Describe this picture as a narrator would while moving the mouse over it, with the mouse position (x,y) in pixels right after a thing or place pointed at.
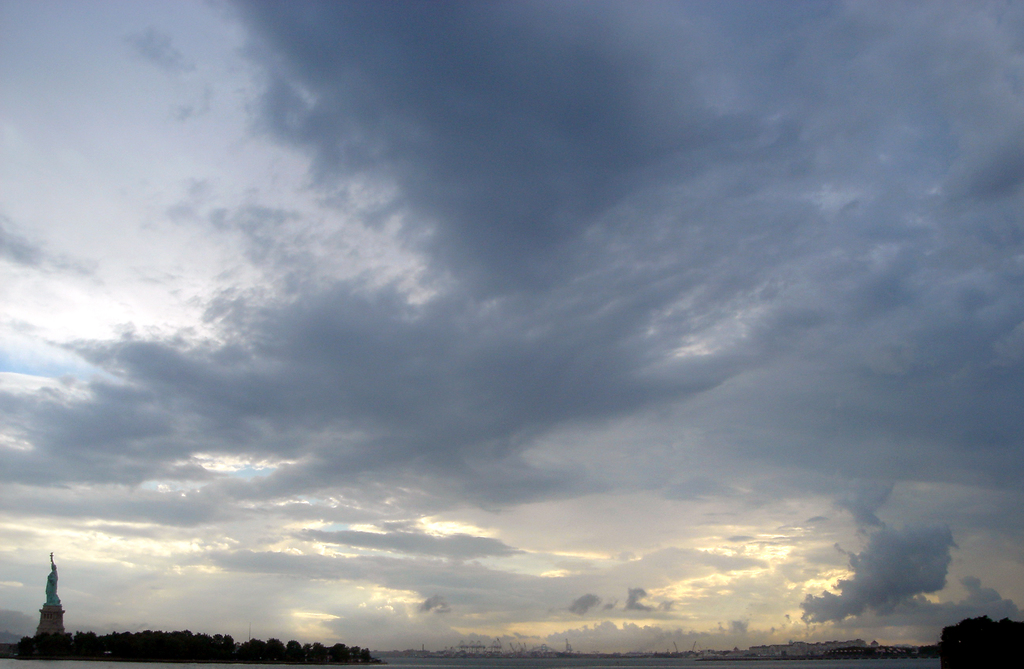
In this image, we can see the sky (524,278) with some clouds (666,262). In the bottom left (104,643), we can see a statue (53,600) and some trees (152,656). In the background (778,647), there are buildings (787,650).
